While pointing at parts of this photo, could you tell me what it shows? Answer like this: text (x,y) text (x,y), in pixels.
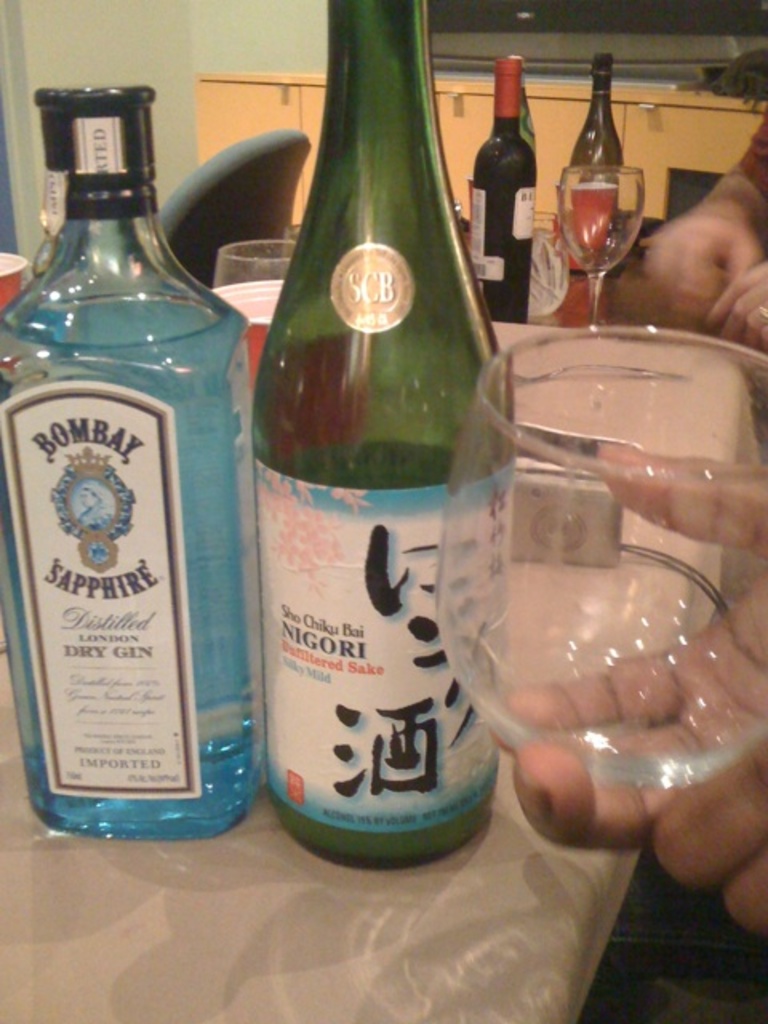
This is a table (381,884) where a wine bottle (333,202) and a glass (619,190) are kept on it. Here we can see a man (697,650) holding a glass (693,624) which is on the right side (574,659).
